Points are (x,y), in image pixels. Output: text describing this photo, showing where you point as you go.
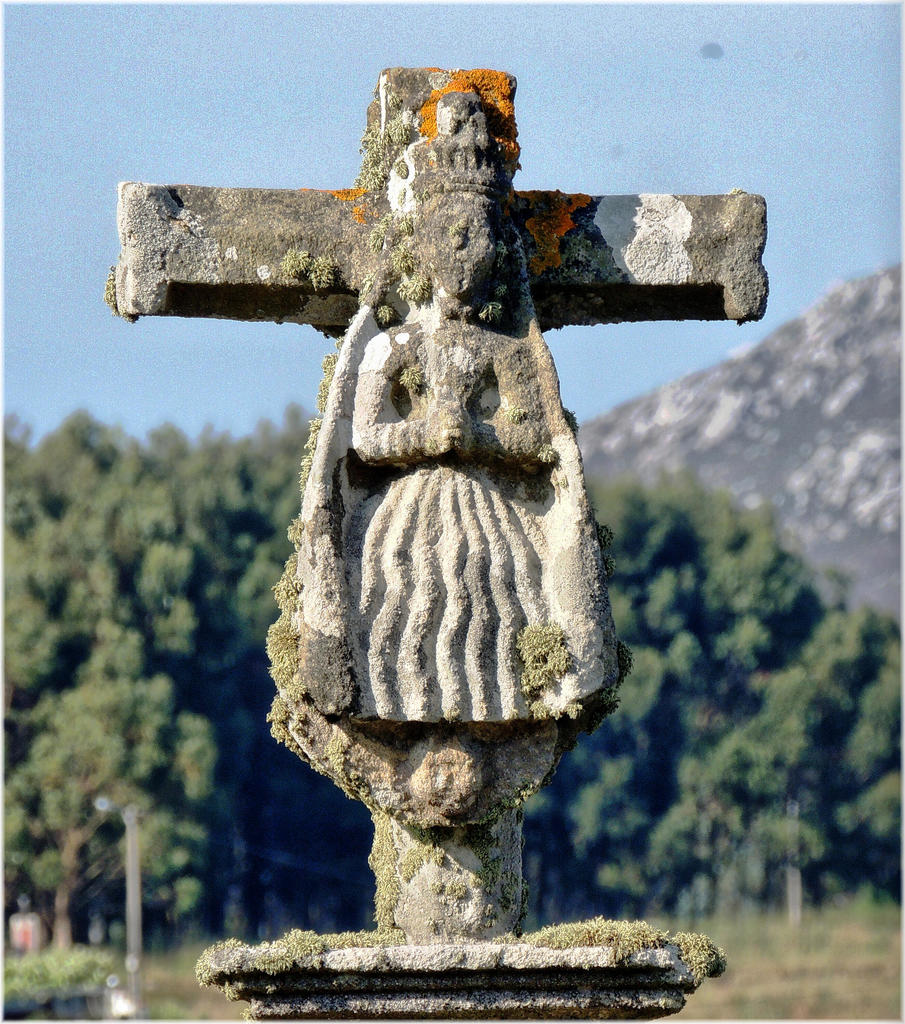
In this picture we can see a stone carving (483,198). In the background (121,509) we can see sky (671,122), trees (744,702) and a hill (826,467).
